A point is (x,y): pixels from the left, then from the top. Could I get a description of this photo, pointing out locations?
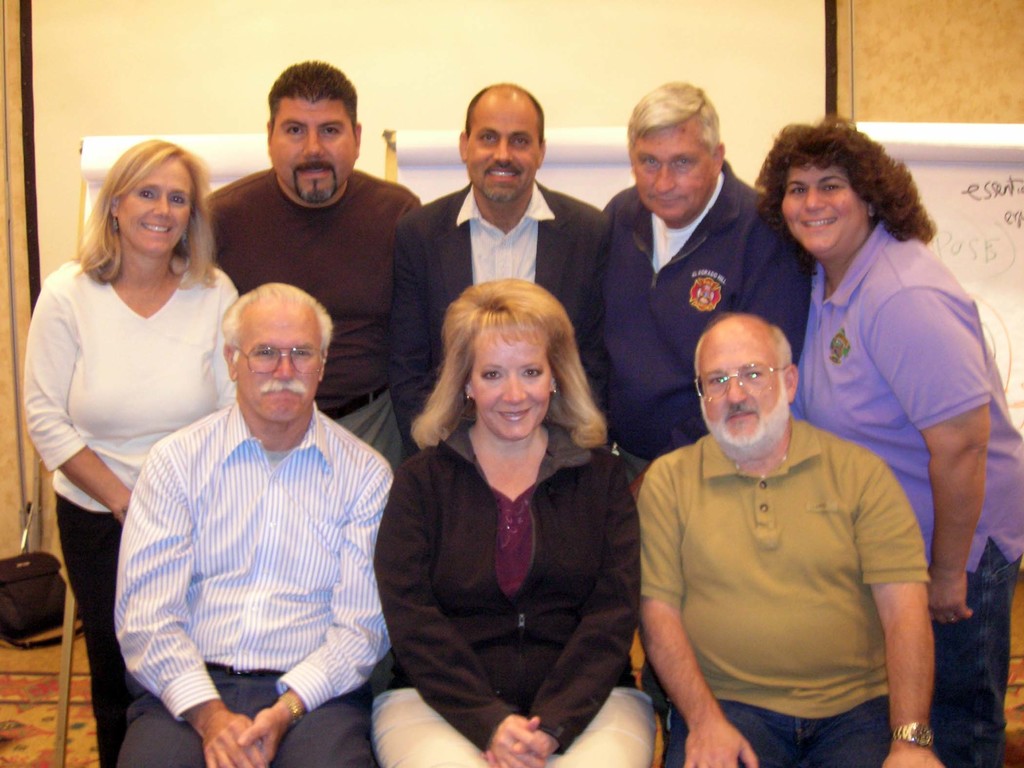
In this image we can see some persons (371,629) sitting on the chairs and some are standing on the floor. In the background (601,140) there are canvas boards (954,214) with text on them and a bag (47,572) on the floor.
